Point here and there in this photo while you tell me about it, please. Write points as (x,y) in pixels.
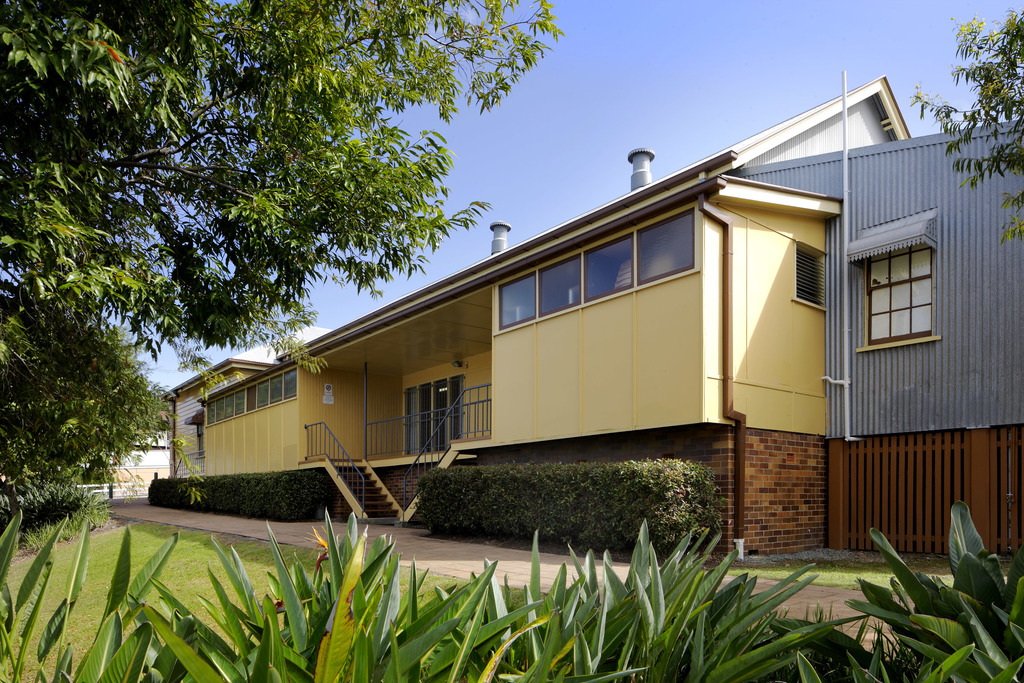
This is grass (201,560). There are plants (421,669), trees (403,25), and a house (480,424). In the background (569,92) there is sky (712,38).
